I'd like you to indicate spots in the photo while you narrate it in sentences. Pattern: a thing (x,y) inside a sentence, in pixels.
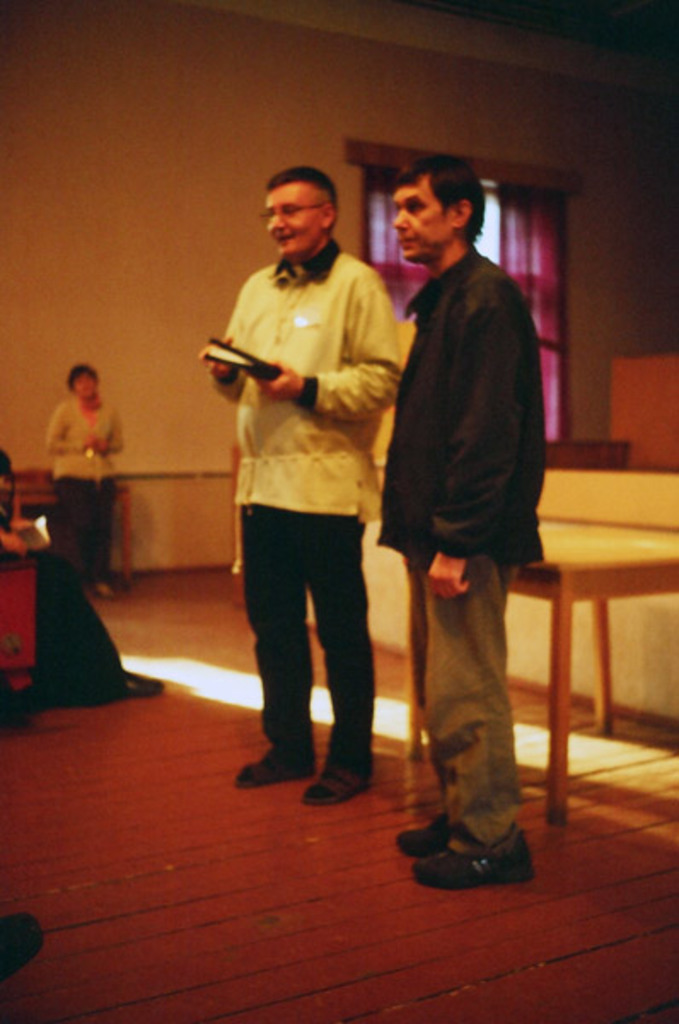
In the image there are two men (433,544) standing on the floor (339,814) and behind them there is a table (550,576) and on the left side (76,428) there is a woman (58,463) standing in front of a wall (16,467), beside the wall (352,178) there is a window (379,222).
